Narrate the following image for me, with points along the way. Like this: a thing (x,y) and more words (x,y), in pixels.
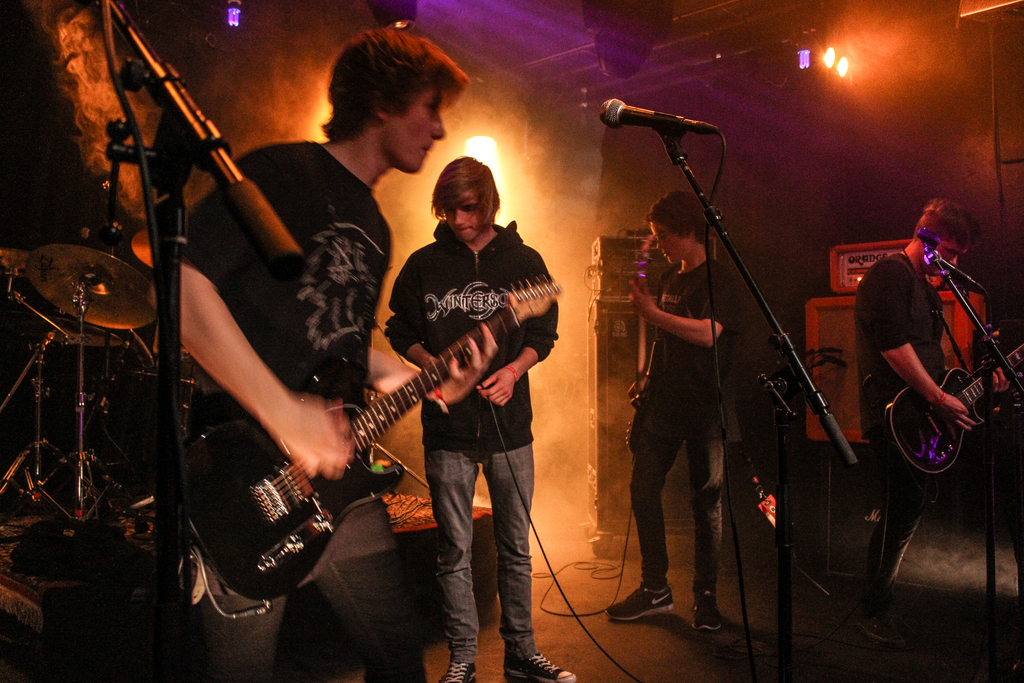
On the right (906,498) there is a man (902,463) he is playing guitar (906,427). In the middle (664,411) there is a man (686,359) he wear black t shirt (683,309), trouser (643,452) and shoes (705,609) he holds a guitar (644,401). In the middle (474,392) there is a man (496,403) he wear black jacket (473,307), trouser (495,510) and shoes (531,660). On the right (779,333) there is a stand (994,433) and mic (928,239). On the left (312,321) there is a man (325,463) he is playing guitar (289,510). In the background (622,302) there are many musical instruments (152,298) and speakers (611,398).
